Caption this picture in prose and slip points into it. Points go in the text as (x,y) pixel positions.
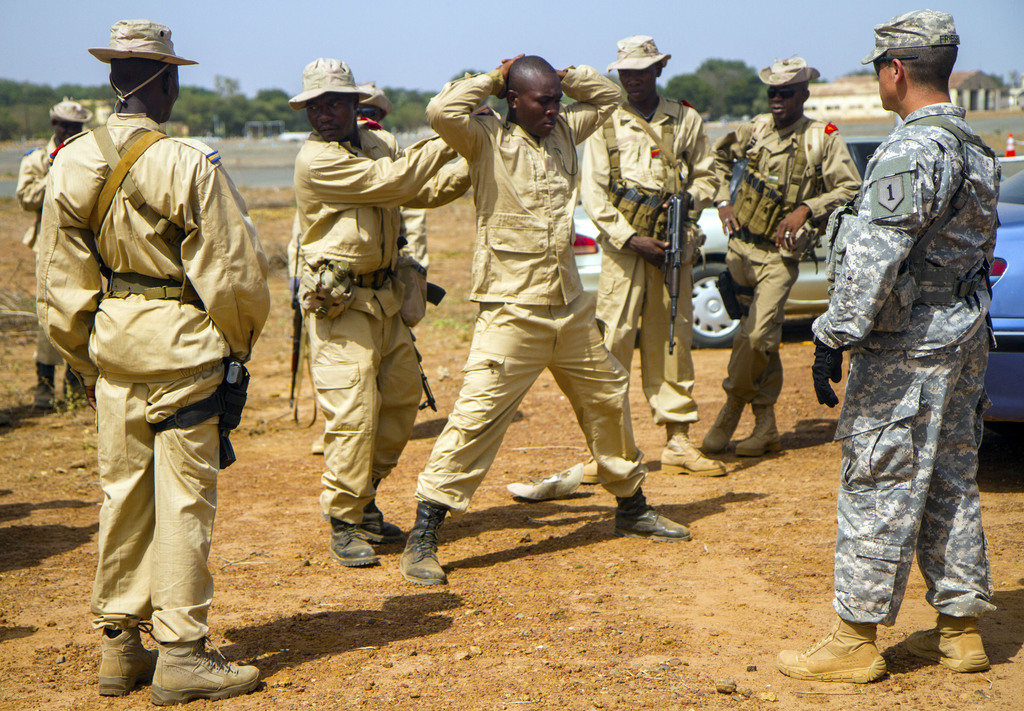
In this image in the front (430,275) there are persons (554,284) standing and holding guns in their hands (780,227). On the right side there are cars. In the background (197,98) there are trees (734,94) and there is a building (820,102).
